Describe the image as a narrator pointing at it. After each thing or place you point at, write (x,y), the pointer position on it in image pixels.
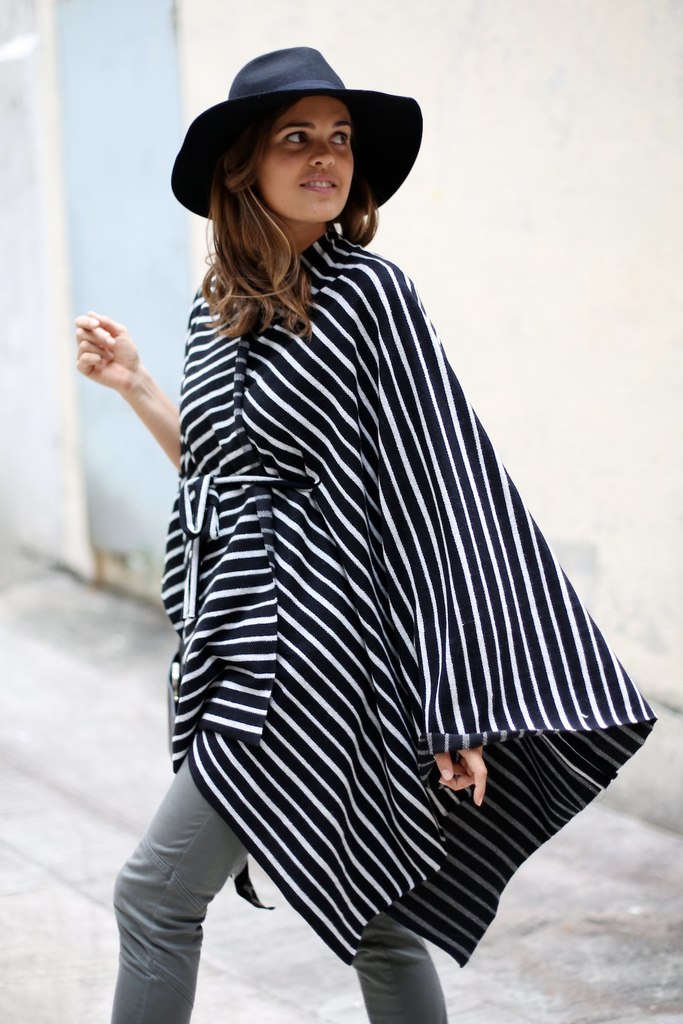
In the image there is a woman (257,129) in the front (215,555) in black and white striped dress (327,607) and black hat (364,167) walking in the street (67,691), in the back (580,146) there is a wall (521,226).
